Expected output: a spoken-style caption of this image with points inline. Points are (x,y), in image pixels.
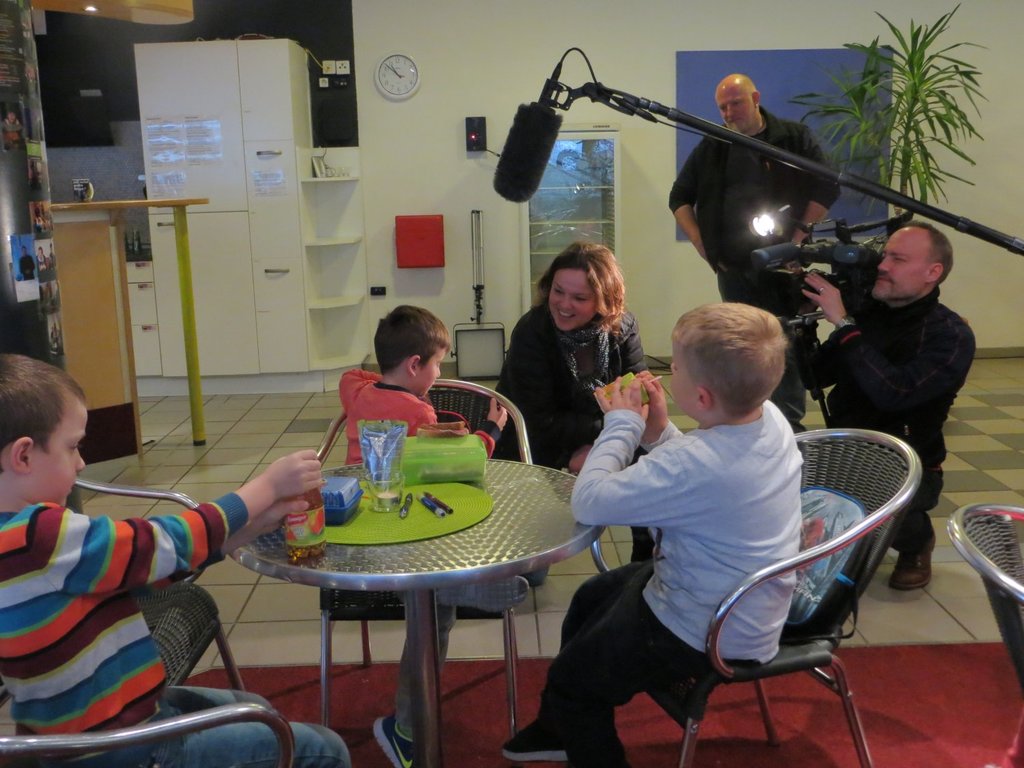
In this picture there are three boys (659,465) who are sitting on the chair (169,624). There is a woman (555,359) crouching beside the table (339,549). There is a man (898,353) holding a camera (812,308). There is also another man (712,148) who is standing. There is a cup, bottle (302,519), pens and few things (430,474) on the table (501,474). There is a red carpet (941,680) and there is a cupboard (220,153). There are some frames (31,250).
